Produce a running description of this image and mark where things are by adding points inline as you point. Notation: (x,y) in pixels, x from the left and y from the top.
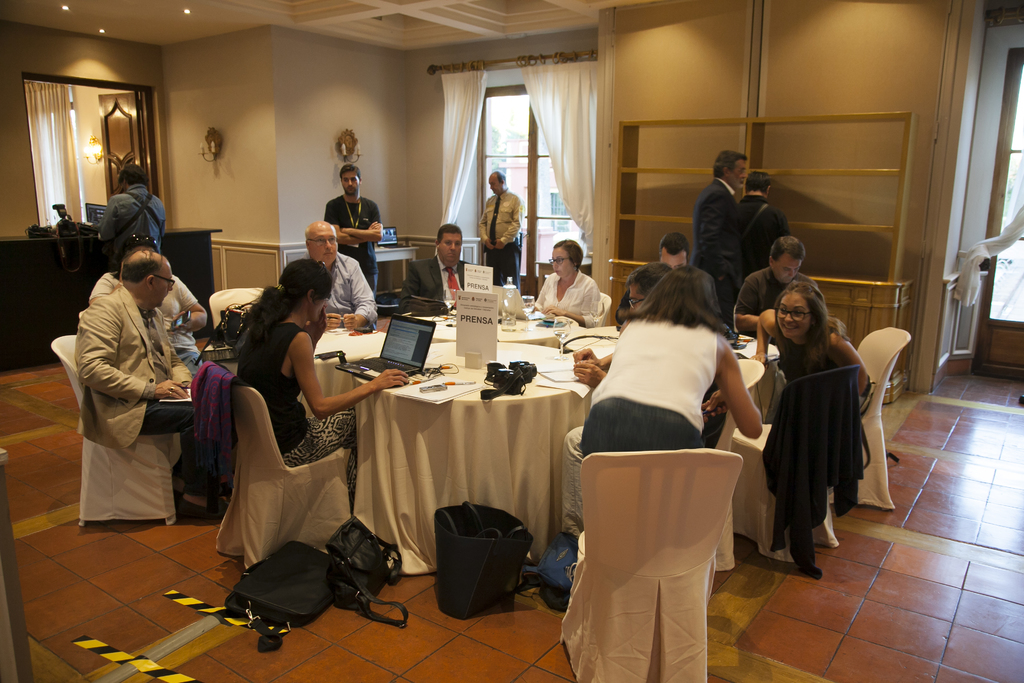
This is an image clicked inside the room (757,567). In this I can see few people (685,298) are sitting on the chairs (256,446) around the table (438,437) which is covered with a white cloth (492,437). Just beside the table (474,457) there are some bags (508,544). On the table (495,469) I can see one laptop (396,349), camera (492,382) and some papers (558,377). In the background (505,144) there is a window (510,168) with a white color curtain (479,114).
